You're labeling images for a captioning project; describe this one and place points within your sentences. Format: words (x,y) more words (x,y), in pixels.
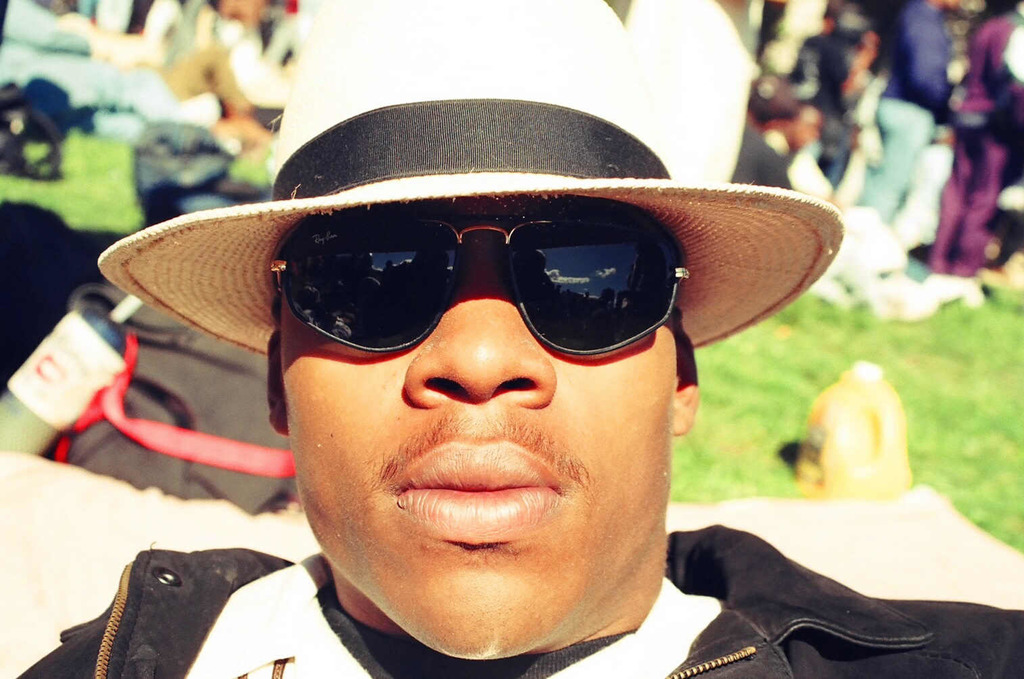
In The foreground of the image (615,302) we can see a person (533,300) wearing goggles (578,295) and hat (593,51). In the background (822,410) we can see a container (880,441) placed on the ground (776,474), group of people (981,80) standing and some bags (188,176) placed on ground (102,229).
